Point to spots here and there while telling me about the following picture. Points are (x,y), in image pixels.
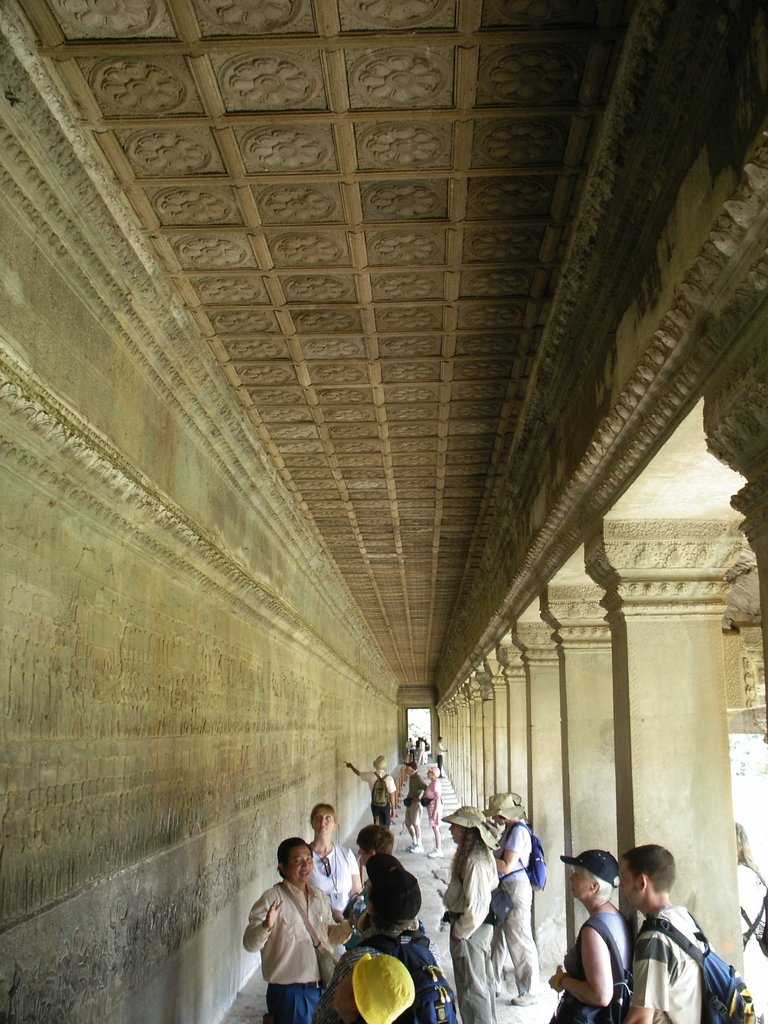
In this picture I can see there is a group of people (385,852) standing and they are having hats (380,893) and bags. There is a sculpture (158,703) on the wall (326,650) at the left side (22,489) and there are pillars (722,750) on the right side (651,805).
